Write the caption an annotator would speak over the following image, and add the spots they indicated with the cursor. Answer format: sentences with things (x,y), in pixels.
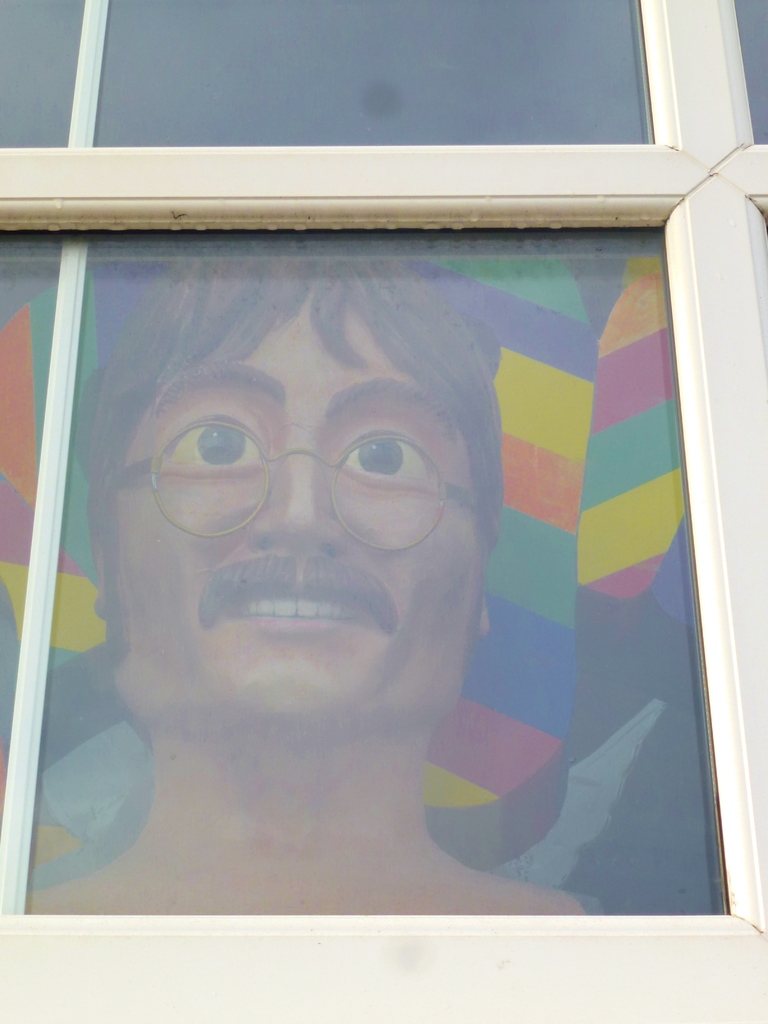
We can see glass windows (379,296), behind this glass window (551,509) we can see a person face (355,604).
